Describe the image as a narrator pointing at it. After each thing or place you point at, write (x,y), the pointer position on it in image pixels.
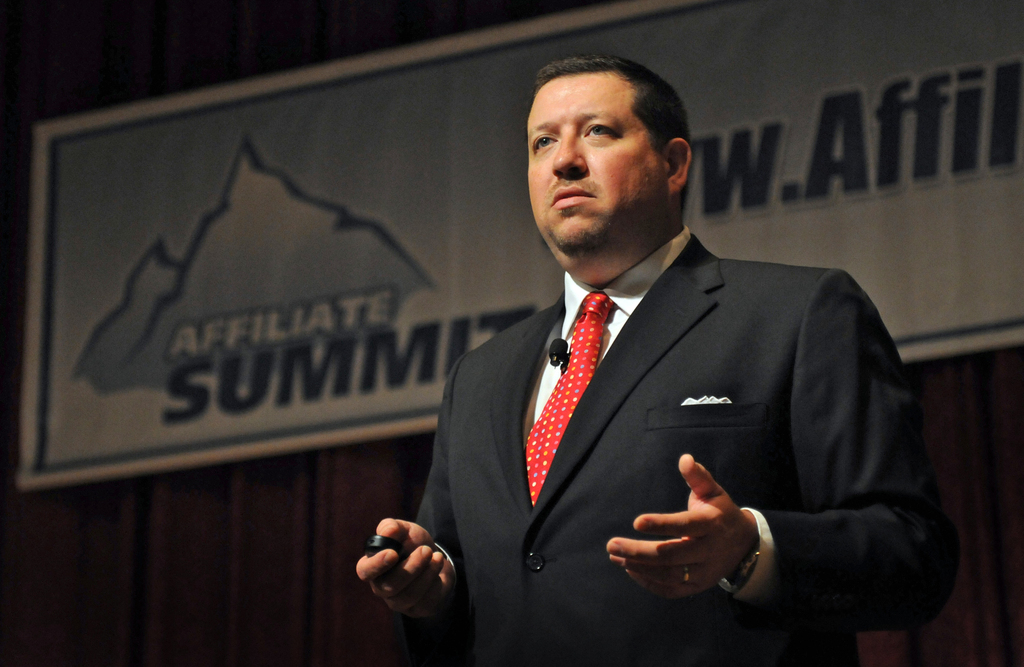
In the center of the image (658,370) we can see a man (633,351) standing. He is wearing a suit (624,454). In the background (368,405) there is a board (137,208) and a curtain (383,512).
